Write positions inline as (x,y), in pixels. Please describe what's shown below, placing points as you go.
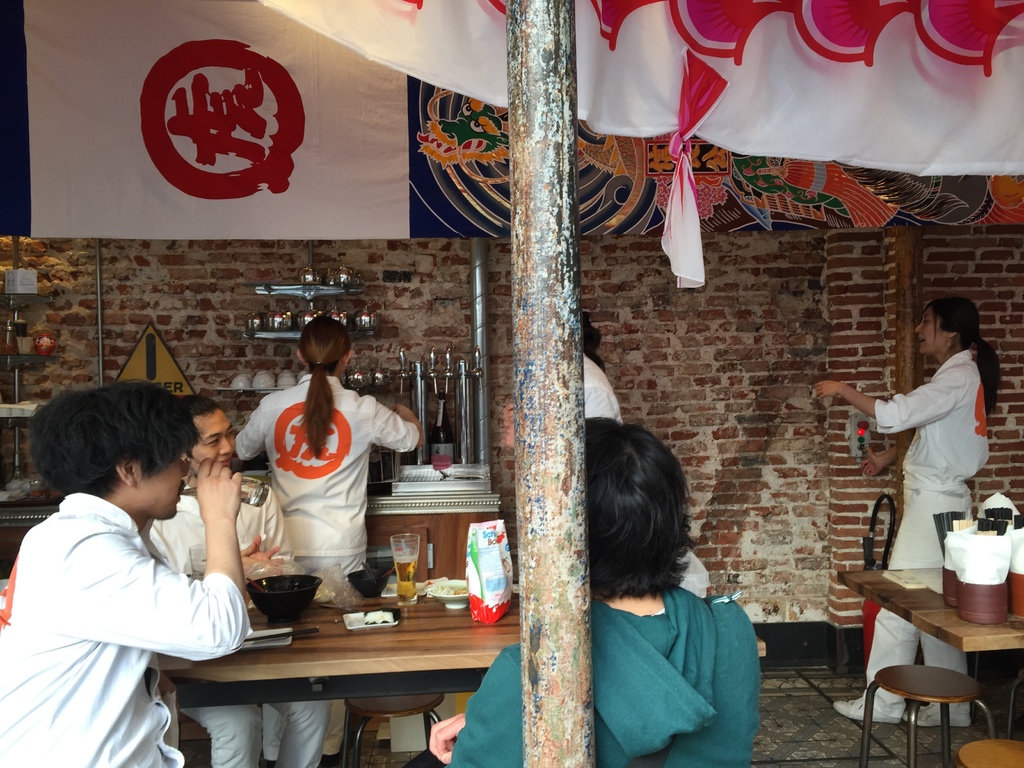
Here we can see a group of people (173,483) sitting on chairs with table (325,651) in front of them and some people (319,499) are standing, these guys (249,566) are having meal (379,583).
